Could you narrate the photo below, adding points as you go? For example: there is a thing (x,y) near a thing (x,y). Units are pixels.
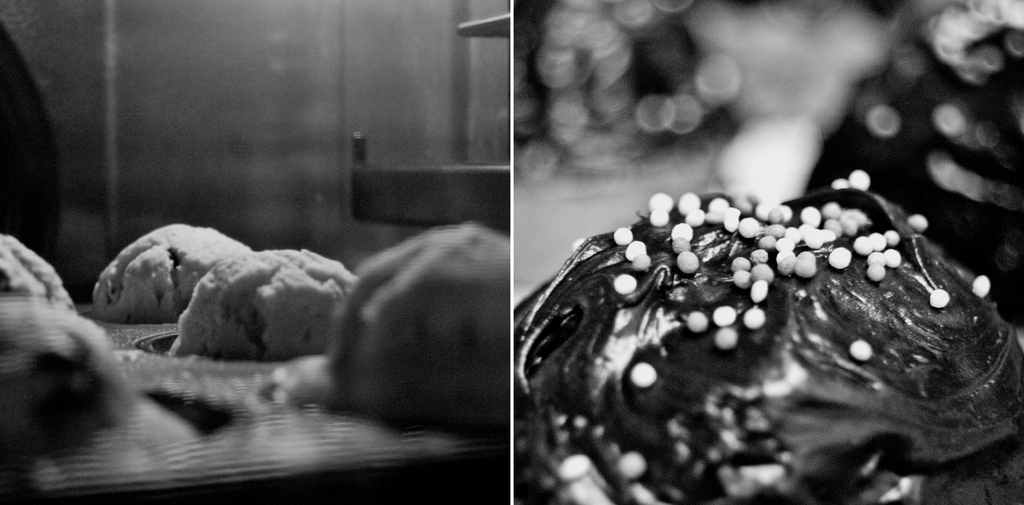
In this image we can see collage of different food items (463,295). And this is a black and white image.
